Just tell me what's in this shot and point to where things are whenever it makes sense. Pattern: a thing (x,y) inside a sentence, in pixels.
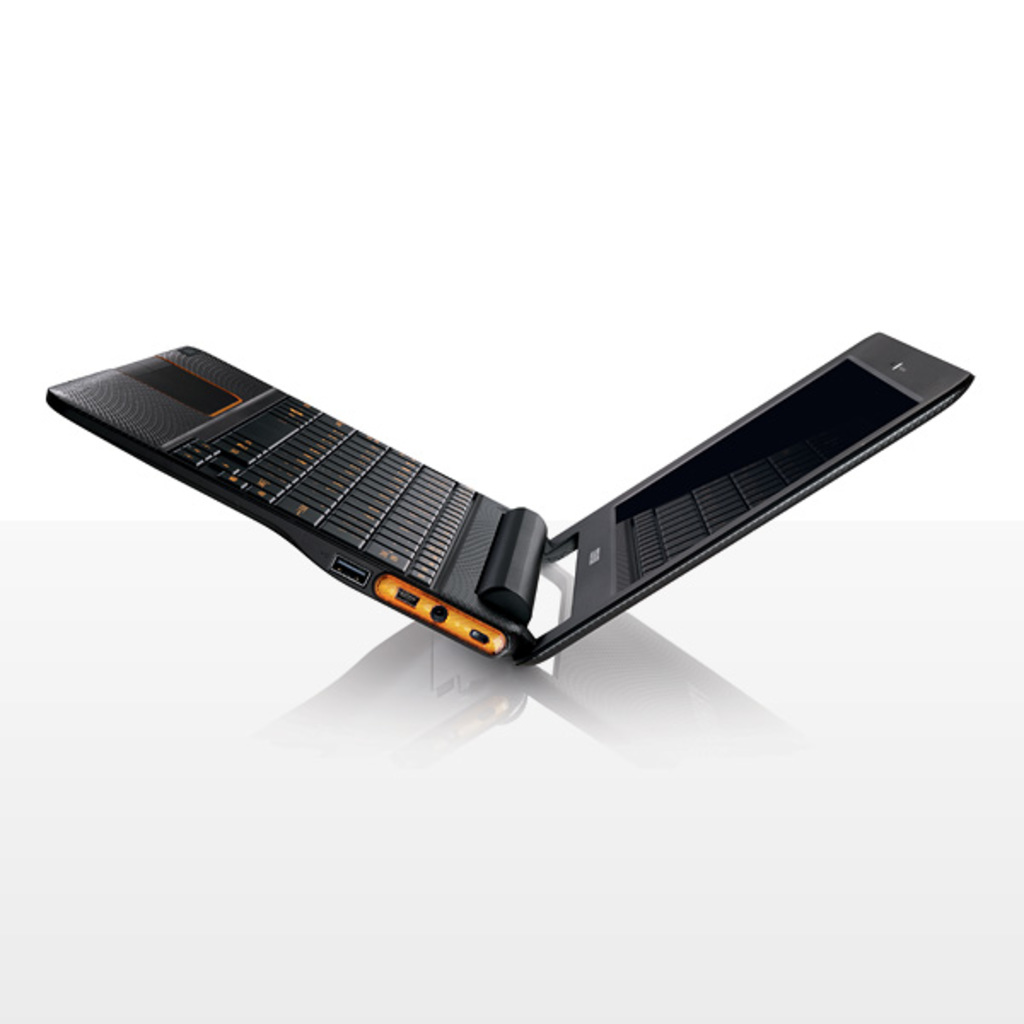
In this image we can see a laptop (279,436) which is placed on the surface (615,816).
